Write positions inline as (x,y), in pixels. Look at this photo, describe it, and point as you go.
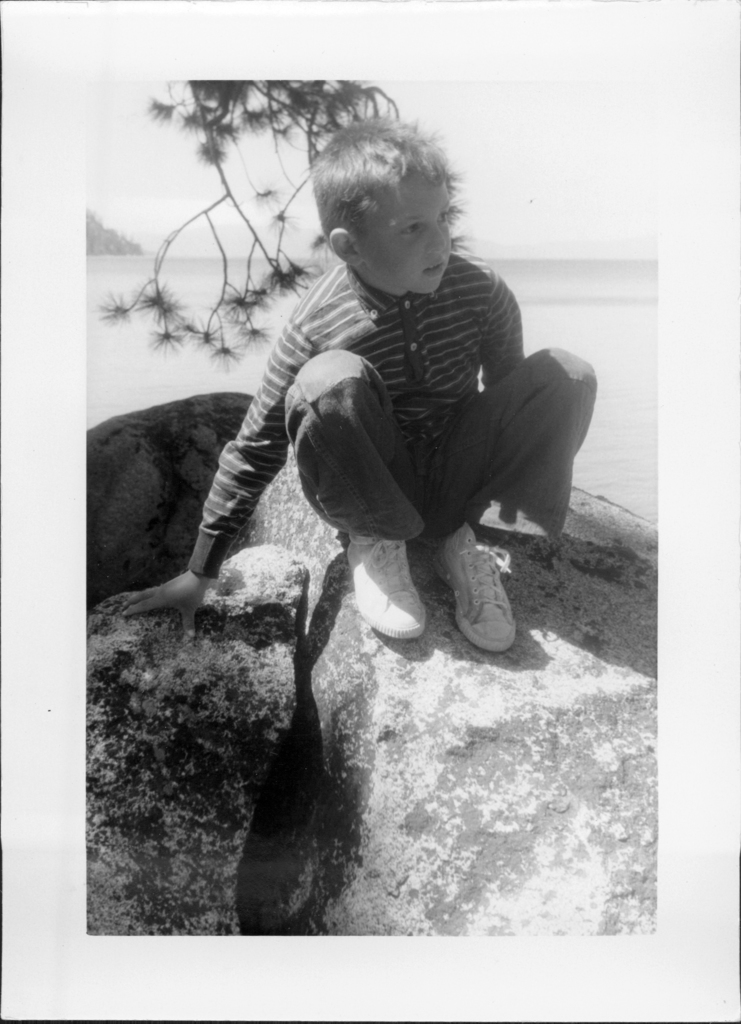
This picture is in black and white. The boy (342,396) in the middle of the picture (404,438) is sitting on the rock (431,577). Behind him, we see a tree (320,124) and water (213,331). There are trees (102,226) in the background (94,236).
